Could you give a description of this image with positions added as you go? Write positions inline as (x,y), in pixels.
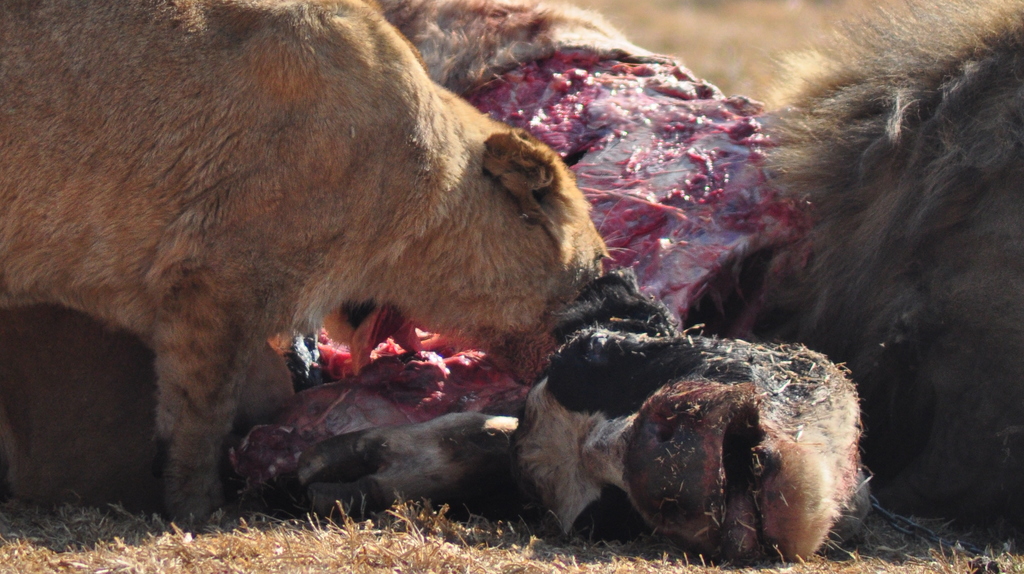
The picture consists of animals (488,210) eating the meat (647,237) of a dead animal (484,472). In the foreground (437,558) there is dry grass (426,564). The background (705,13) is blurred.
